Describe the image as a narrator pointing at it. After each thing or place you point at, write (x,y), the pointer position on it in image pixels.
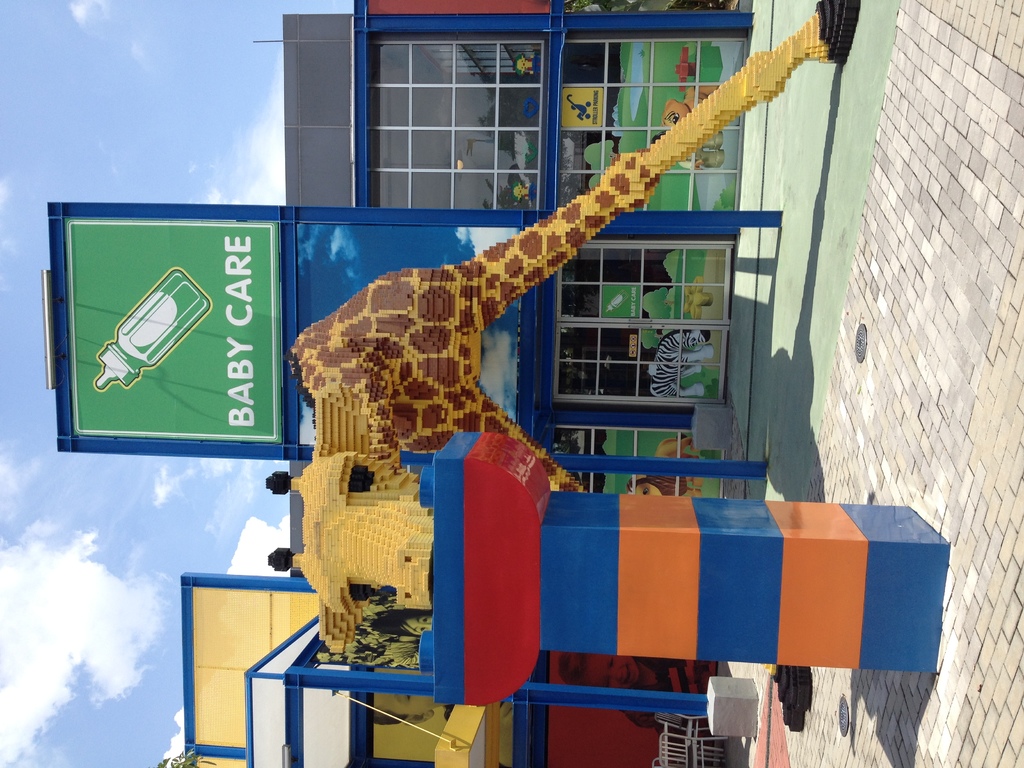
In the picture we can see a sculpture of a giraffe (406,371) on the surface (959,228) and behind it, we can see a shop (139,270) with a name baby care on it and in the background (148,587) we can see the sky (207,571) with clouds (236,201).
